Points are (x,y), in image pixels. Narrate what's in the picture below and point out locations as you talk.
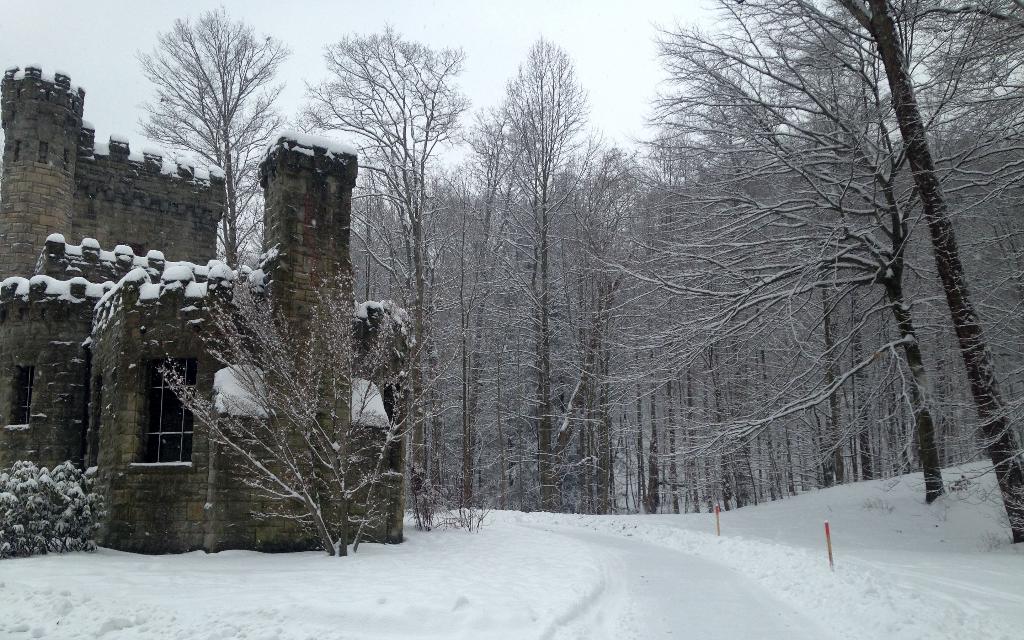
In this picture we can see some tree (509,259), there is a house (110,381) and in the background of the picture (343,86) there are some trees (242,115).
